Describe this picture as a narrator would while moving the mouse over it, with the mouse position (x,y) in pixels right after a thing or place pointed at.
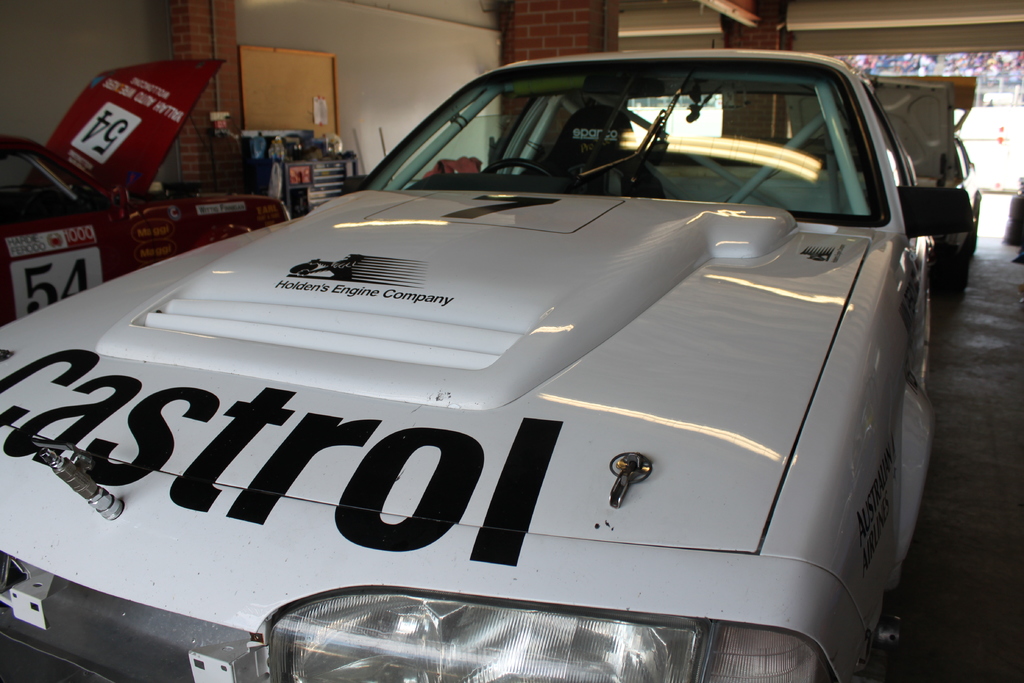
In this image we can see racing cars (590,370). On the left (338,174) there is a stand (325,159). In the background (598,38) there is a wall (726,37).
